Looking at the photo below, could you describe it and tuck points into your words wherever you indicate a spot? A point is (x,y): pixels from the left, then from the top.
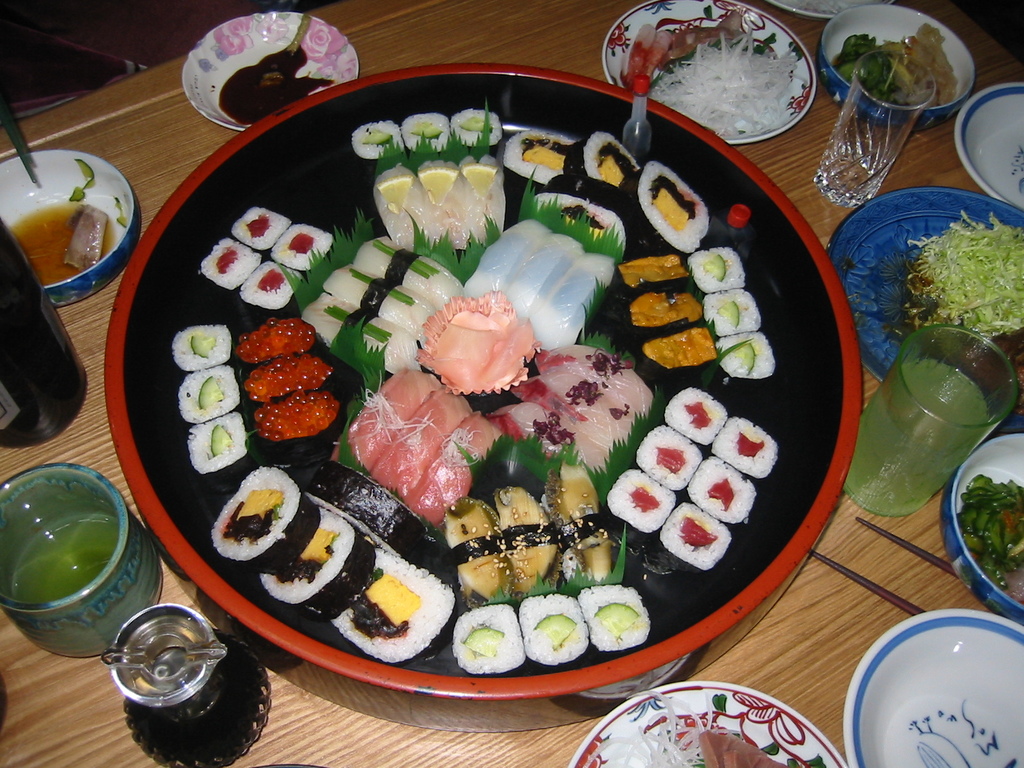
In this image, we can see some food items (437,518), eatable things (433,415) in the bowls (1008,715) and plates (726,705) are placed on the wooden table (488,758). Here we can see chopsticks (861,583), glasses (882,474), containers (220,736) and bottle (36,365).
